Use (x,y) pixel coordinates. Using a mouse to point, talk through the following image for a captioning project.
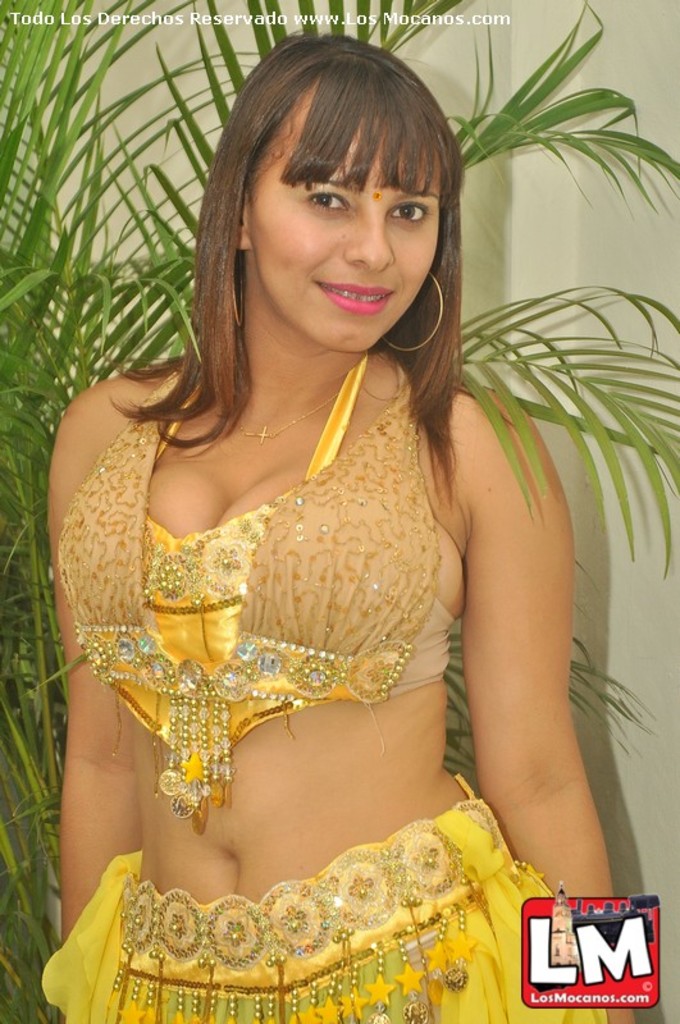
In the picture we can see woman (261,629) wearing yellow color dress (275,612) standing and posing for a photograph and in the background (94,211) there is plant (5,390) and there is a wall (606,239).
